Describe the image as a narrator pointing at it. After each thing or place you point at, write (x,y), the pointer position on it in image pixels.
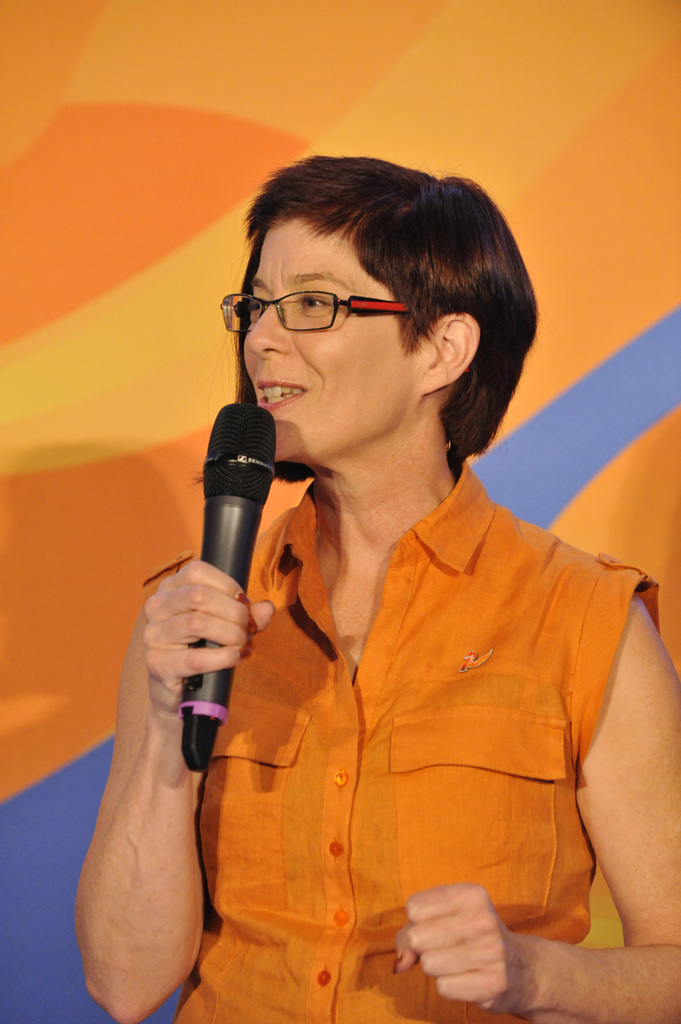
In this image i can see a person (388,685) wearing a orange color shirt (349,780), she holding a mike (239,569) on her hand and her mouth (272,383) was open and she wearing a spectacles (329,322) and on the background (263,152) there are colorful wall (85,501) visible.
